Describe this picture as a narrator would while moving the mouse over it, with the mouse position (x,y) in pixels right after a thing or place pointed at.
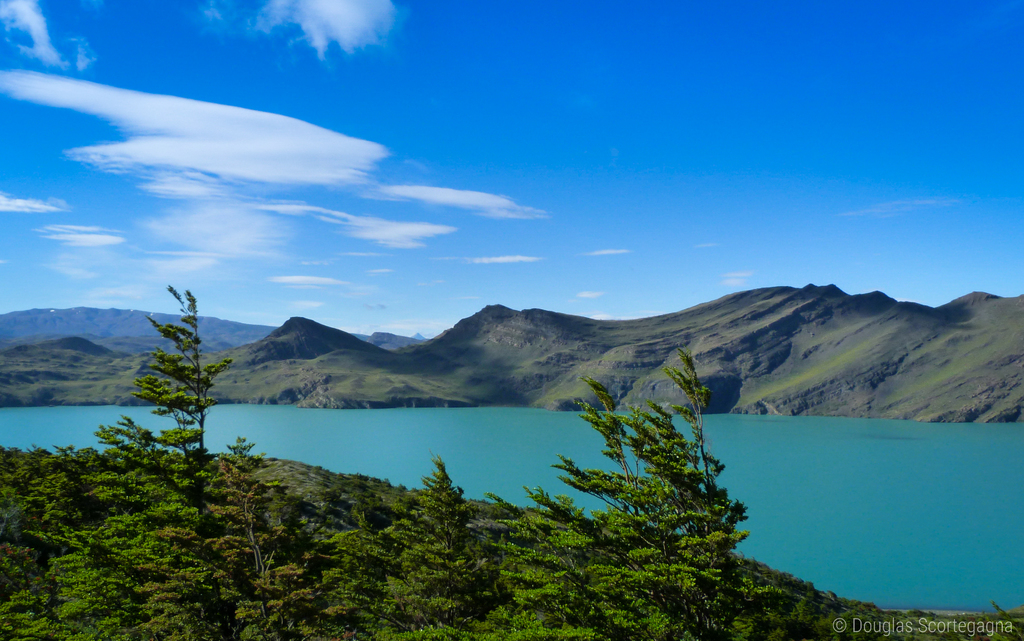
In this image we can see some trees (198,569) and there is a lake (834,524) in the center of the image (354,424) and in the background (65,380), we can see the mountains (434,338) and at the top (640,94), we can see the sky (183,103) with clouds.
